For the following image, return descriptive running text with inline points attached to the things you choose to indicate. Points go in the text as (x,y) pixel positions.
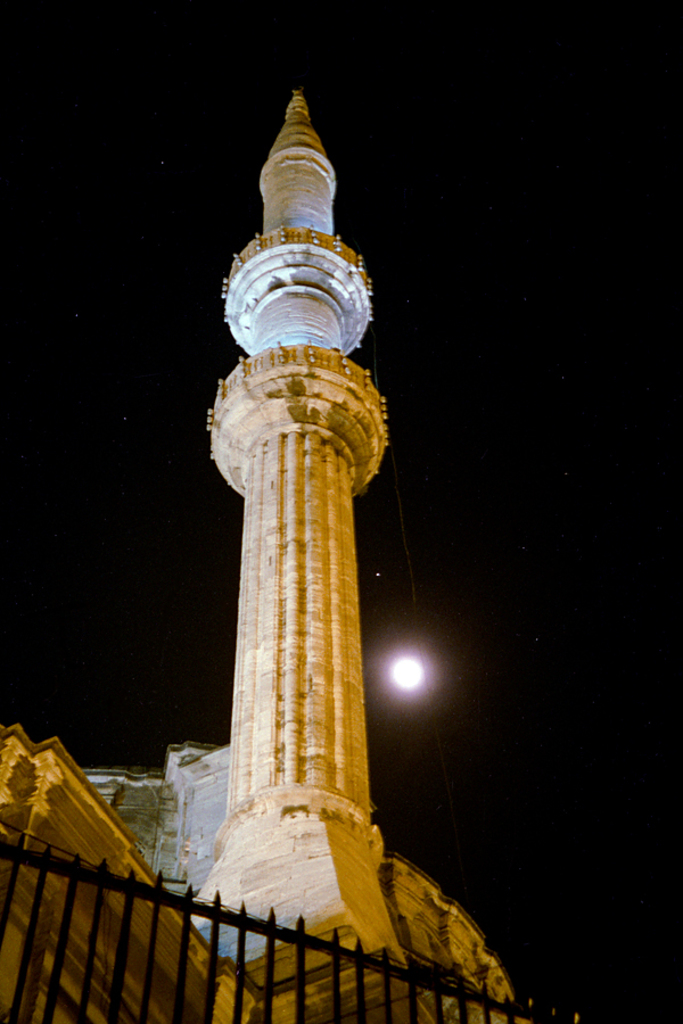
In the image we can see a tower (350,476), fence (295,941), dark sky (516,968) and the moon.
